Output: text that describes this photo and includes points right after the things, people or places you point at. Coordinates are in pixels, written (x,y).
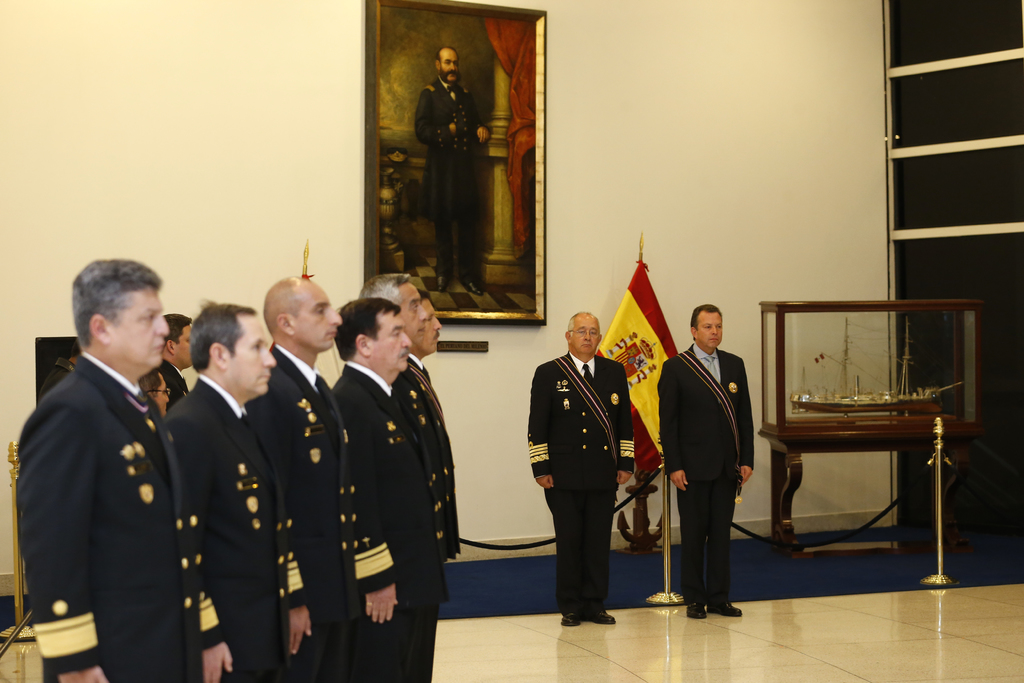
In this image we can see few people (380,474) wearing uniforms (590,478) are standing on the floor (795,642), there is a flag (650,409) between two persons (668,398), there are metal rods (941,442) with ropes (486,544), there is a table (853,444), on the table (821,446) there is a box (850,366) with statue (888,397) of a ship (879,407) inside the box (822,336) and there is a wall (558,199) with a photo frame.
